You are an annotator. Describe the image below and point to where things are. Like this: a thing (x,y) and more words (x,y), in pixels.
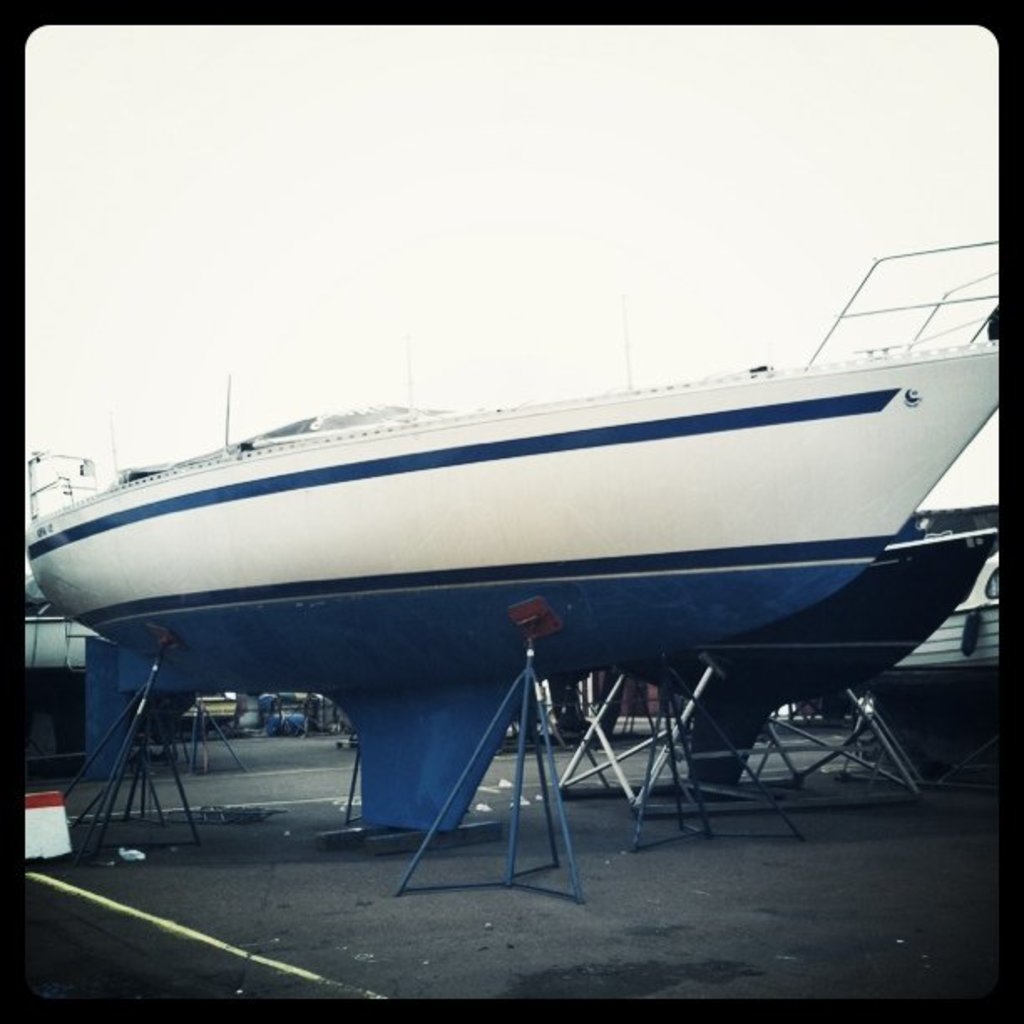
In this image we can see group of boats (657,546) placed on the ground (185,832) with the help of rods (610,750). In the background (240,280), we can see the sky (438,146).
